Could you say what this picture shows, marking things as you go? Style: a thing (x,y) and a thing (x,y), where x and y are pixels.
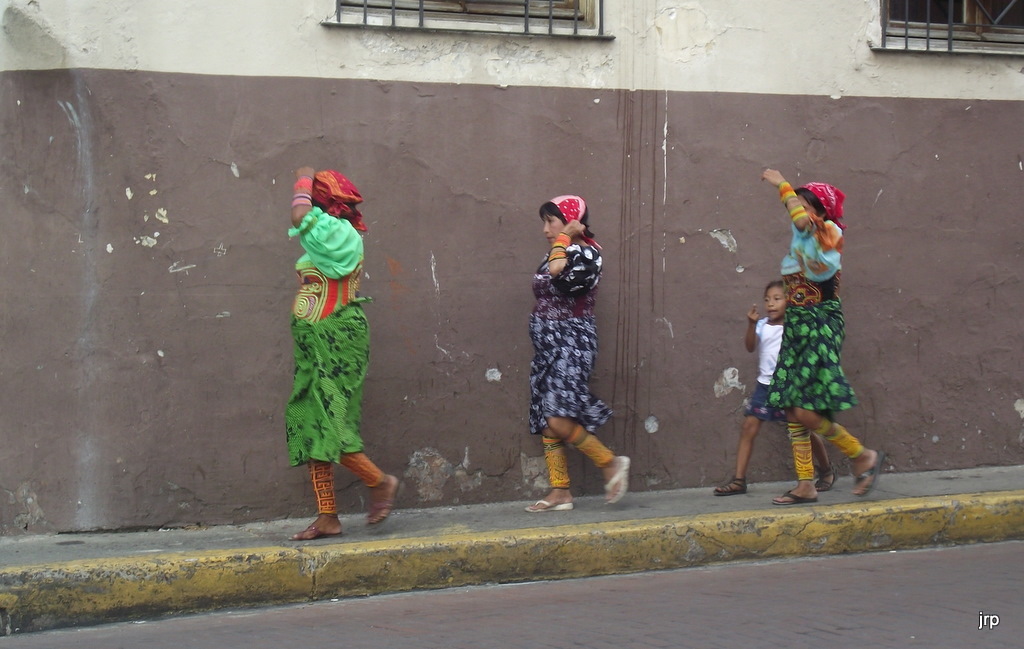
In this image I can see one girl (748,444) and three women (812,258) are walking. I can see these three are wearing red colour cloth (329,190) on their heads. In the background (357,158) I can see the wall (521,145).
